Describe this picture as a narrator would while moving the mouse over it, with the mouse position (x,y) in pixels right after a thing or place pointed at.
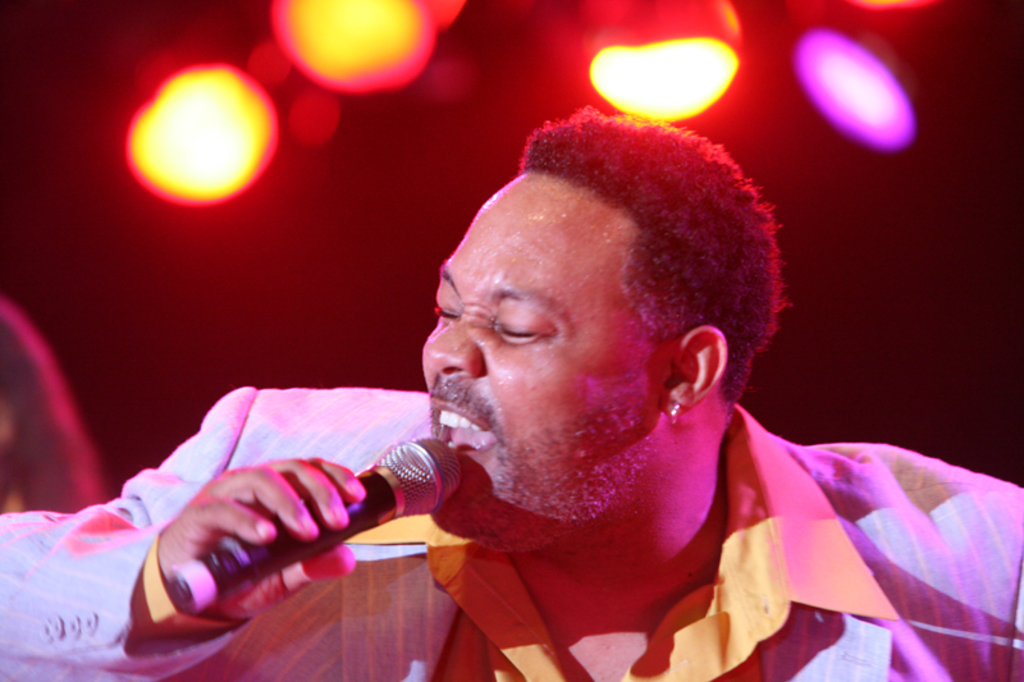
In the picture I can see a man (519,650) and he is singing on a microphone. He is wearing a shirt (848,597) and a suit (856,654). These are looking like a decorative lights (662,69) at the top of the picture (196,168).
